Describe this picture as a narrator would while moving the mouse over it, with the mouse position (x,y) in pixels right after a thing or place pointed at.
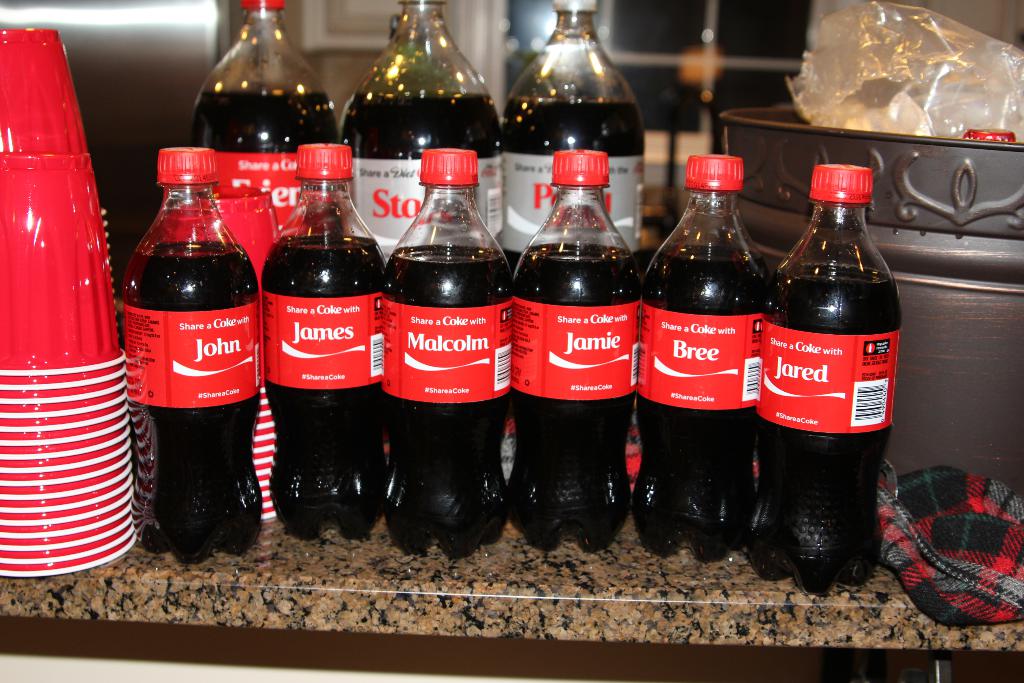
We can see group of bottles (287,226) and cups (74,430), container (953,449), cloth (897,530), cover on the table (505,566). We can see stickers (286,362) on these bottles (460,337).
